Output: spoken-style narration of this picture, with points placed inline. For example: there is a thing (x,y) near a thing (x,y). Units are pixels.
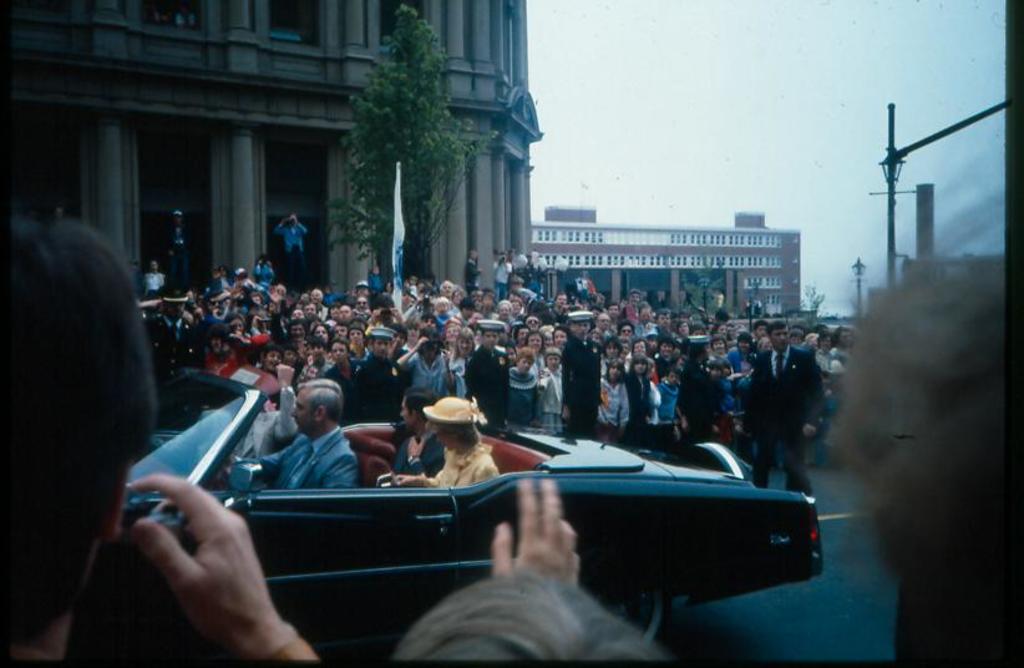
In this image I can see the four people (299,481) sitting in the car (433,557) and the group of people (574,368) are seeing them. There is a flag (397,254), tree (393,124), building (467,59) and the sky (690,119) in background (587,238).
